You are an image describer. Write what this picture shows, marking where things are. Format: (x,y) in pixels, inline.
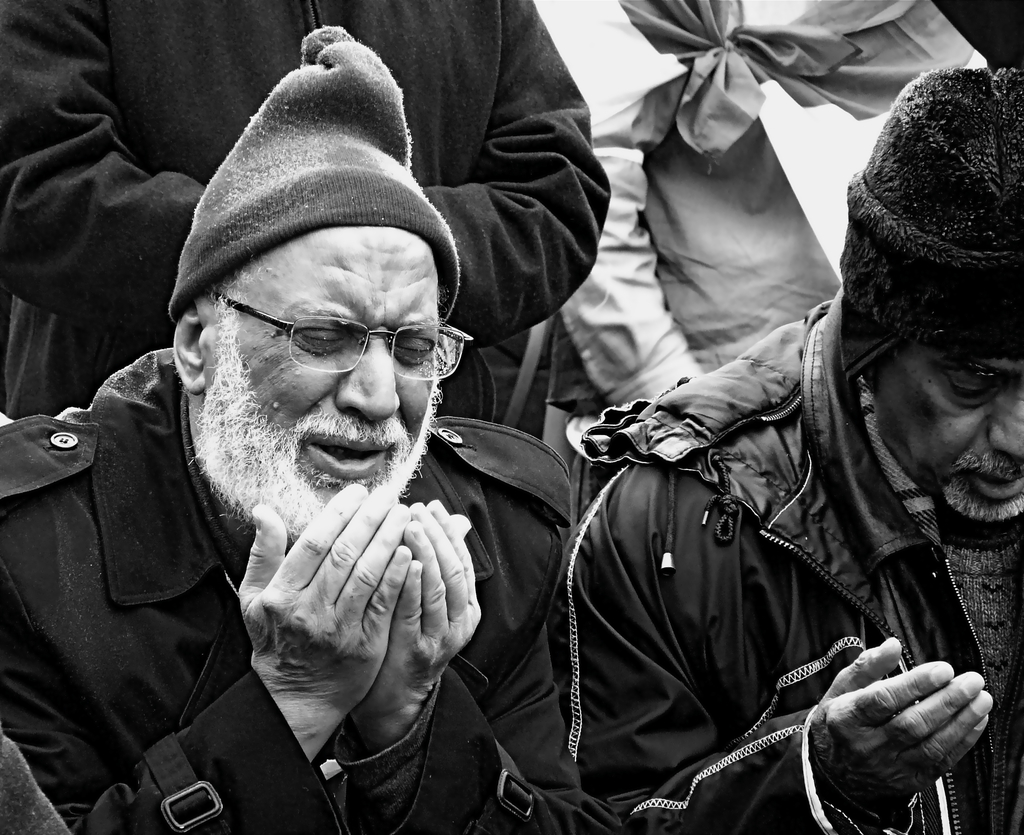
In this image I can see four persons (968,386) and I can see all of them are wearing jackets (661,412). I can also see two of them are wearing caps (964,287) and on the left side of the image (336,400) I can see one man (349,303) is wearing a specs (444,336). I can also see this image is black and white in colour.
